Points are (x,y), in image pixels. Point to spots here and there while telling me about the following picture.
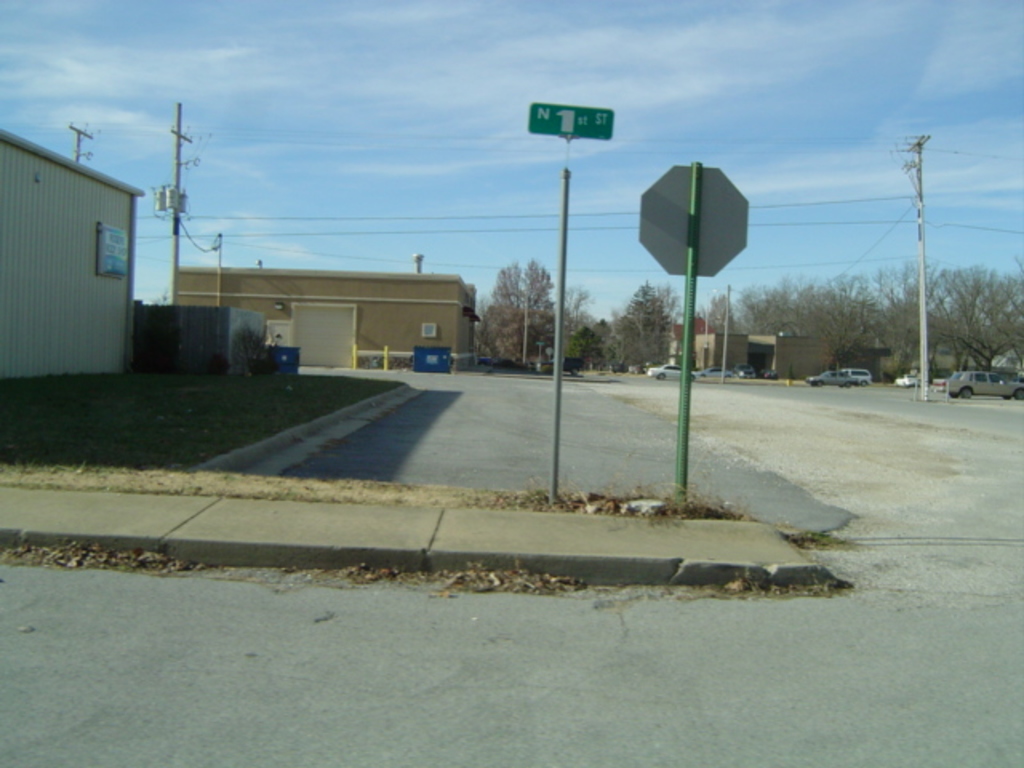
There are vehicles (509,368) on the road (795,492). Here we can see poles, boards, grass (197,391), trees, and houses (53,192). In the background (442,248) there is sky (770,185).
